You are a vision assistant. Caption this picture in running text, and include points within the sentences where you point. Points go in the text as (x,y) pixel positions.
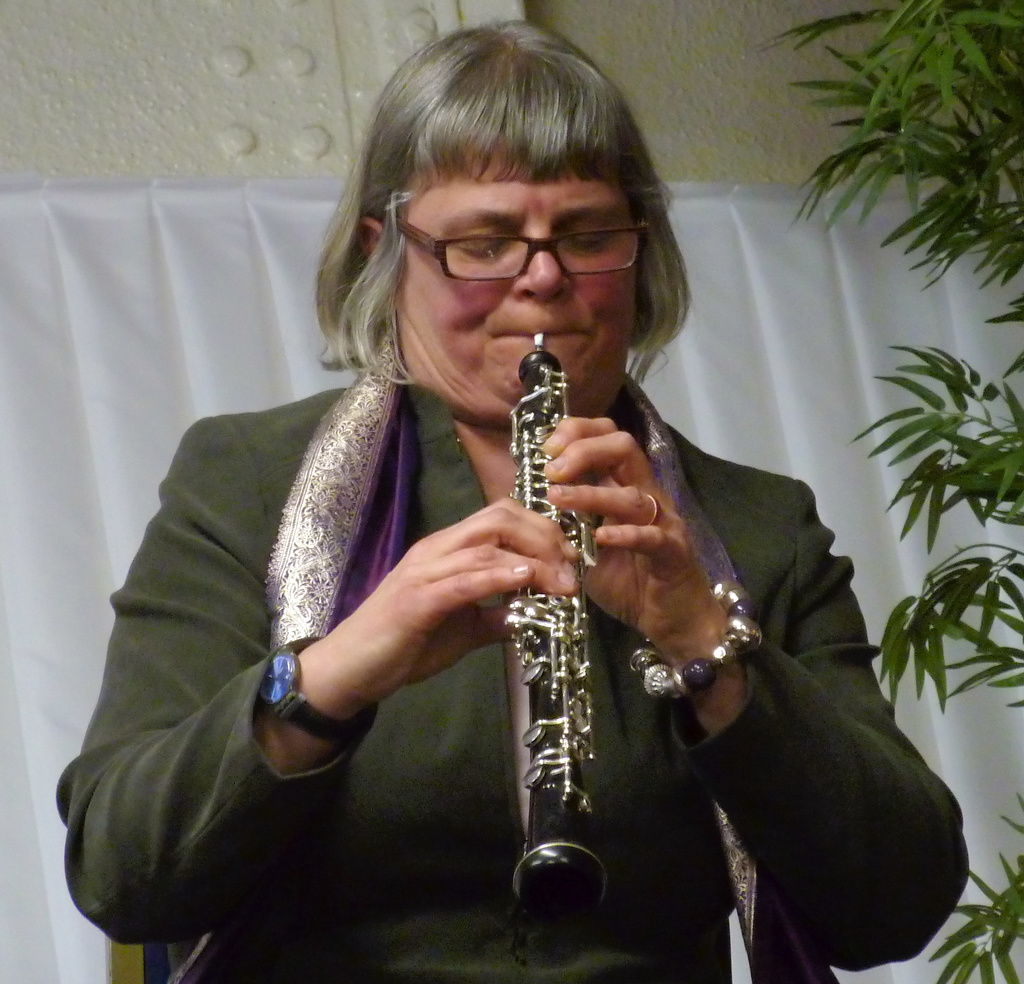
In this image there is a woman (483,545) playing a musical instrument (529,500). In the background (681,387) there is a curtain (746,283) which is white in colour. On the right side (957,372) there are leaves (983,512).
